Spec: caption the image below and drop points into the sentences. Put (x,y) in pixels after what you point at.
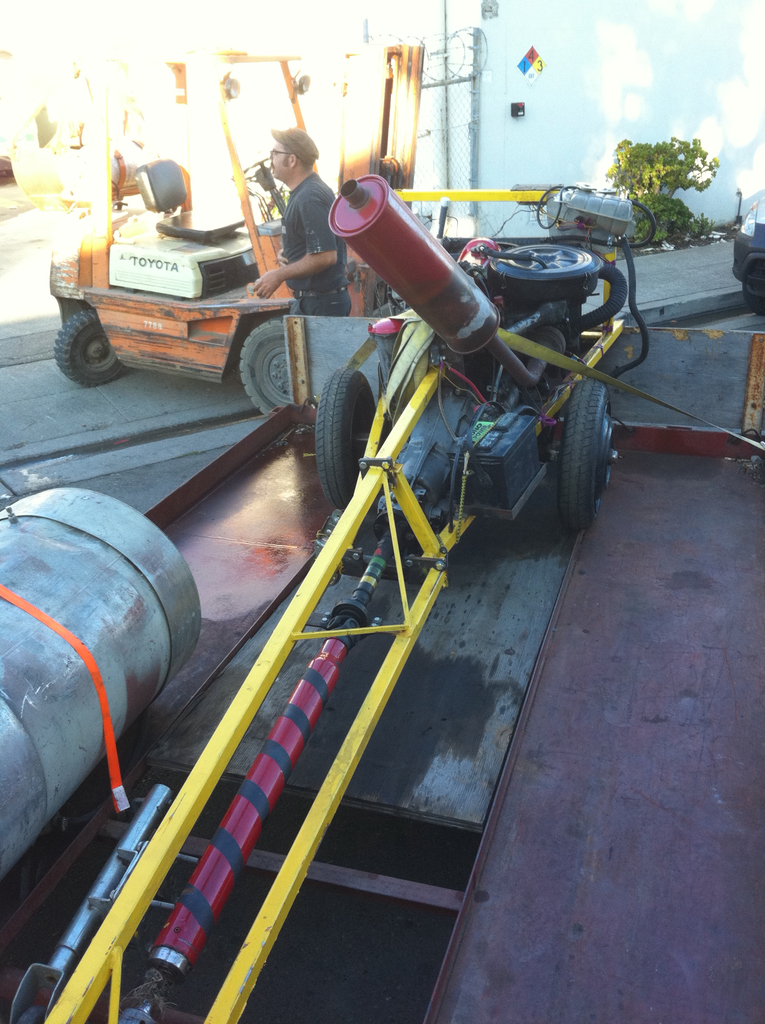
In this picture we can see wheels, engine (517,317), rods (278,668), cables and objects (50,667). There is a person (298,236) and we can see a vehicle (88,378), mesh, plants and wall (595,69).
